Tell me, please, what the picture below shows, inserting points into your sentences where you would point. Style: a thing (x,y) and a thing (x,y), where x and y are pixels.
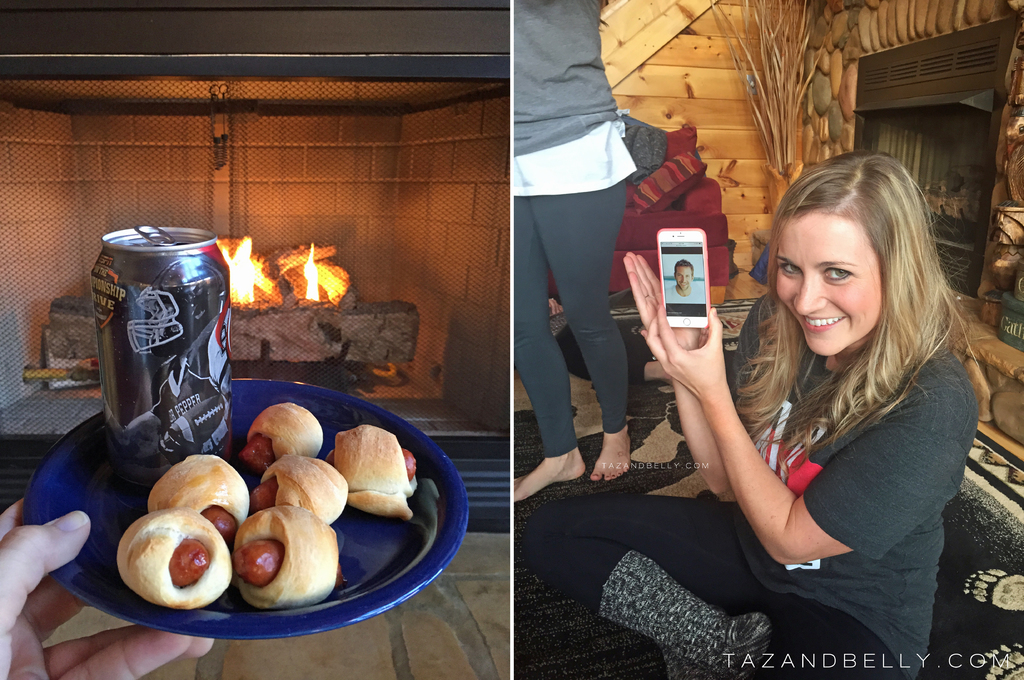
This woman (905,507) is sitting on a floor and holding a mobile (670,280). Beside this woman (630,278) a person (547,345) is standing. On this plate (349,590) there is a tin (155,250) and food (292,507). Far there is a fire (271,283).
